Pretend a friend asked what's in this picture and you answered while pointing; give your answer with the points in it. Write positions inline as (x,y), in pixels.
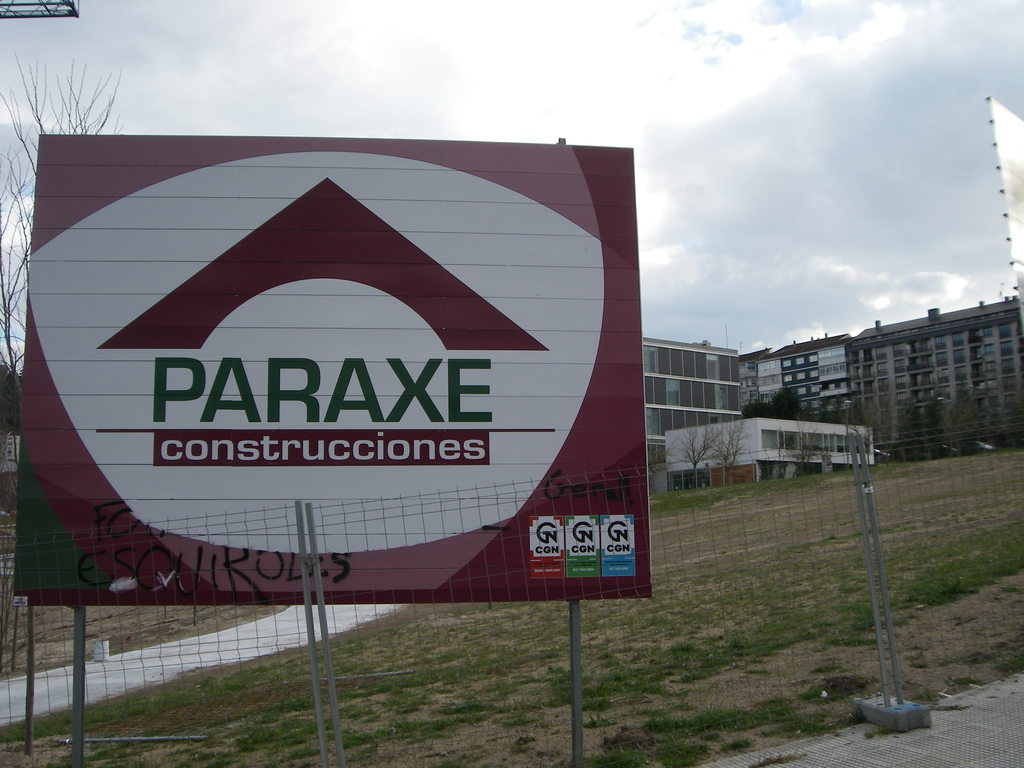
In this image there is a construction board (329,415) kept in the middle (353,493). In front of the board (353,493) there is a fence (442,518). In the background (706,406) there are buildings (706,406). At the top (737,136) there is the sky (722,124). On the ground (734,573) there is grass (716,650).
